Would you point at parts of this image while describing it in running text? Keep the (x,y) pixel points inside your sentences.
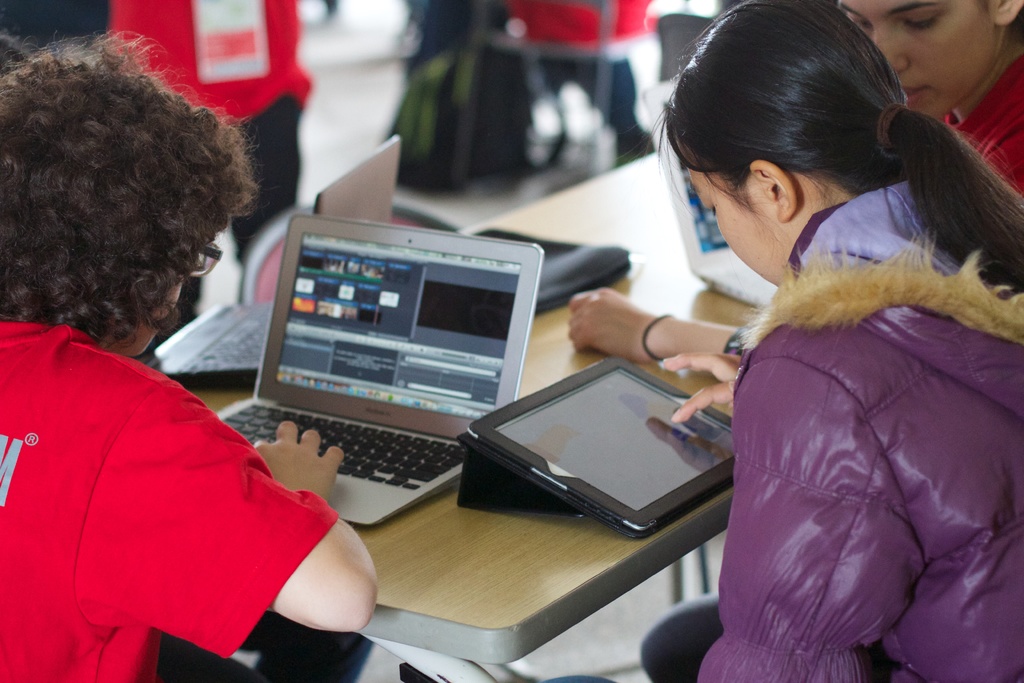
In the picture we can see the table (480,521) and near it, we can see some children (172,498) are sitting on the chairs (256,268) and working on a laptop (481,276) and in the background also we can see some children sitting on the chairs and on the floor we can see a bag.
